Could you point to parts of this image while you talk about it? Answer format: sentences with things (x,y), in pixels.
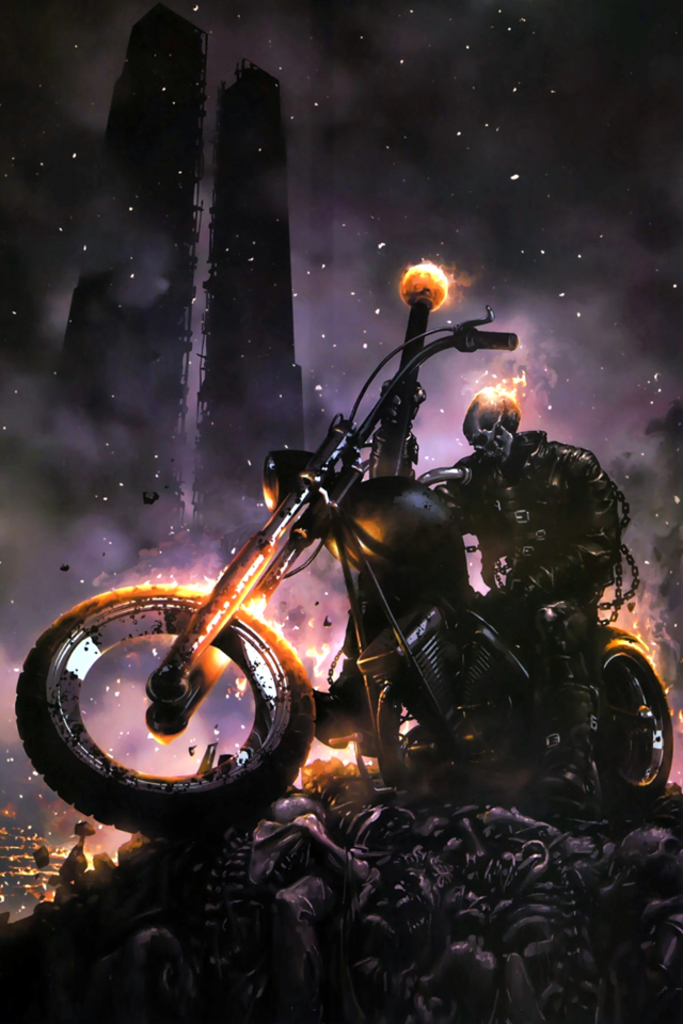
In this image we can see a person (526,542) on bike (443,693) and there is fire (271,626). In the background (299,442) there are buildings (184,253) and sky (349,242). At the bottom (239,951) we can see some bones (420,934).
